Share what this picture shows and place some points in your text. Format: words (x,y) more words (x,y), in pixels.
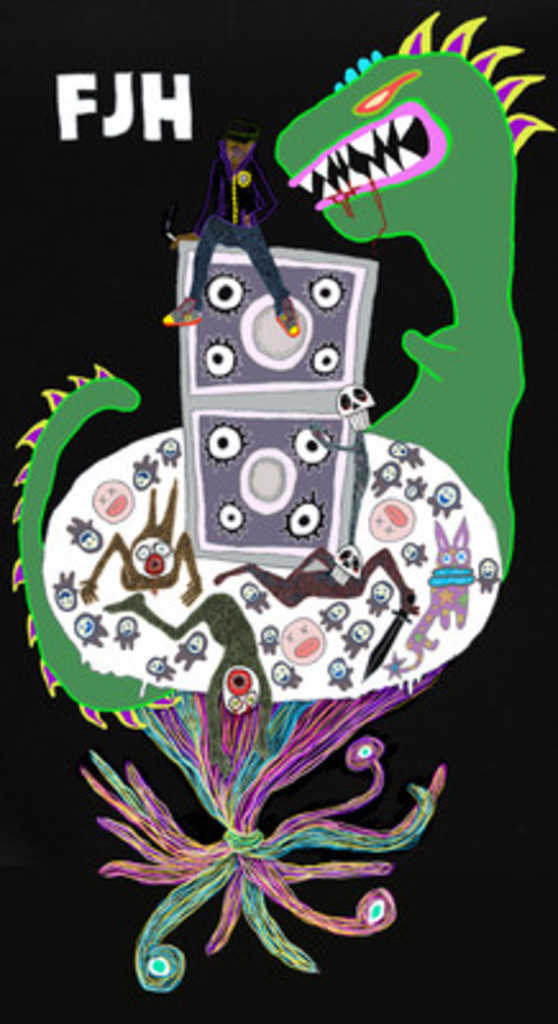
In this picture, we can see an animated image with some text (178,78), and some images (304,505) on it.
